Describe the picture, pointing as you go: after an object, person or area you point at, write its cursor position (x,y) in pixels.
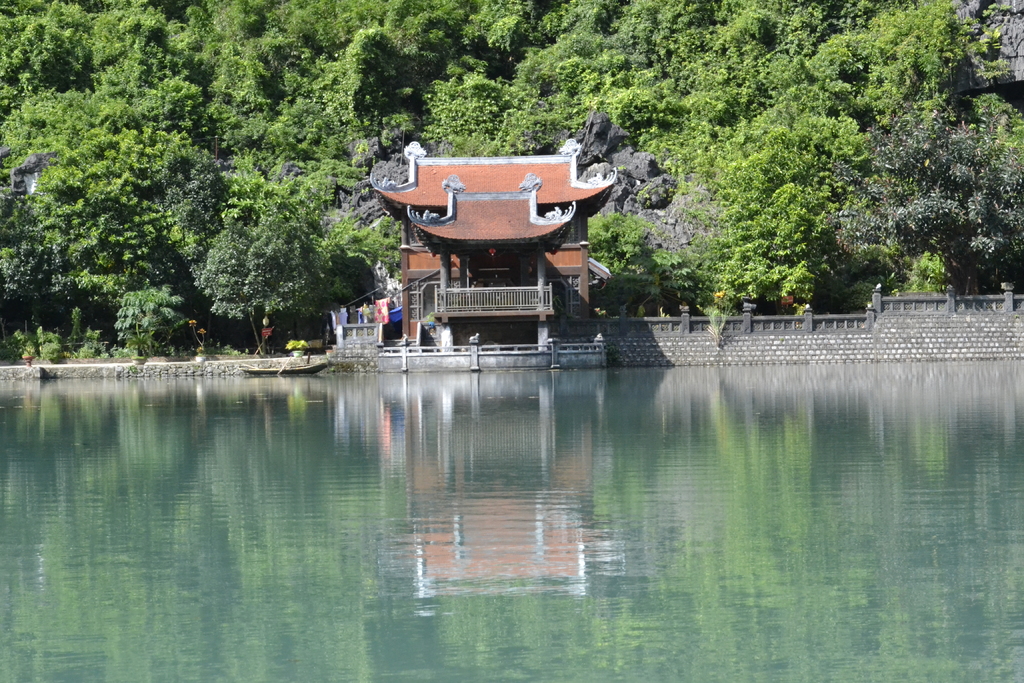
In this picture we can see water (408,575), boat (308,371), wall (962,334), house (457,302) with fence (457,301), pillars (440,275) and a beautiful roof top (473,187). In the background (427,59) we can see tree (648,70), hills (312,64).
